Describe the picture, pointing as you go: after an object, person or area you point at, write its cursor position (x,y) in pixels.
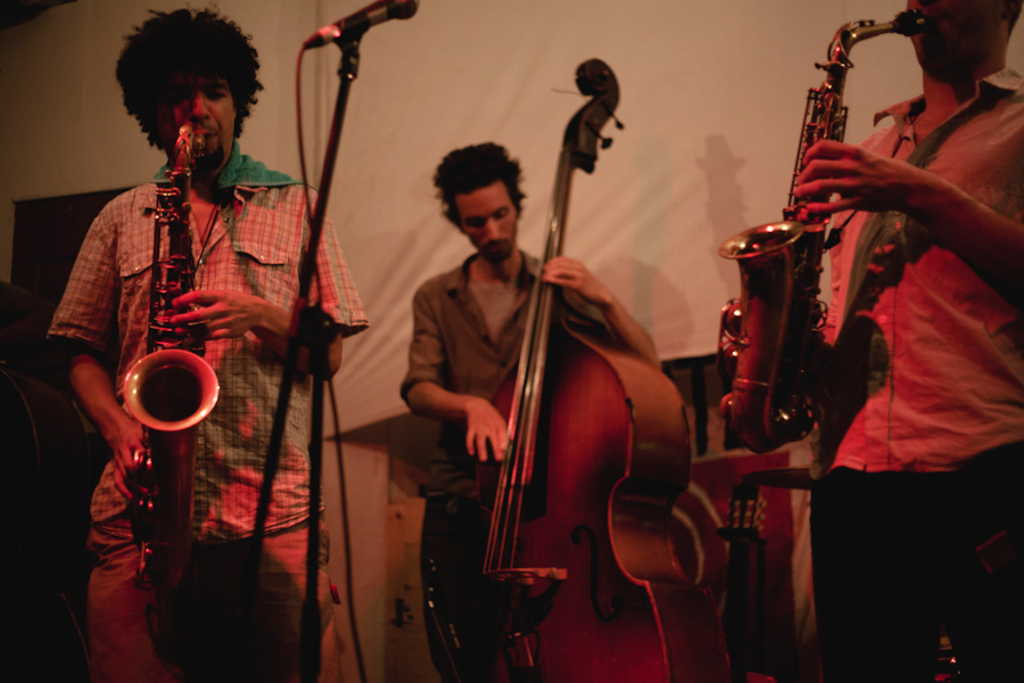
Here we can see three men (934,268) present and the persons (881,330) on the right (860,326) and left are playing saxophones (158,393) and the person (440,512) in the middle (591,382) is playing a double bass (648,465) and there is a microphone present in front of them.
